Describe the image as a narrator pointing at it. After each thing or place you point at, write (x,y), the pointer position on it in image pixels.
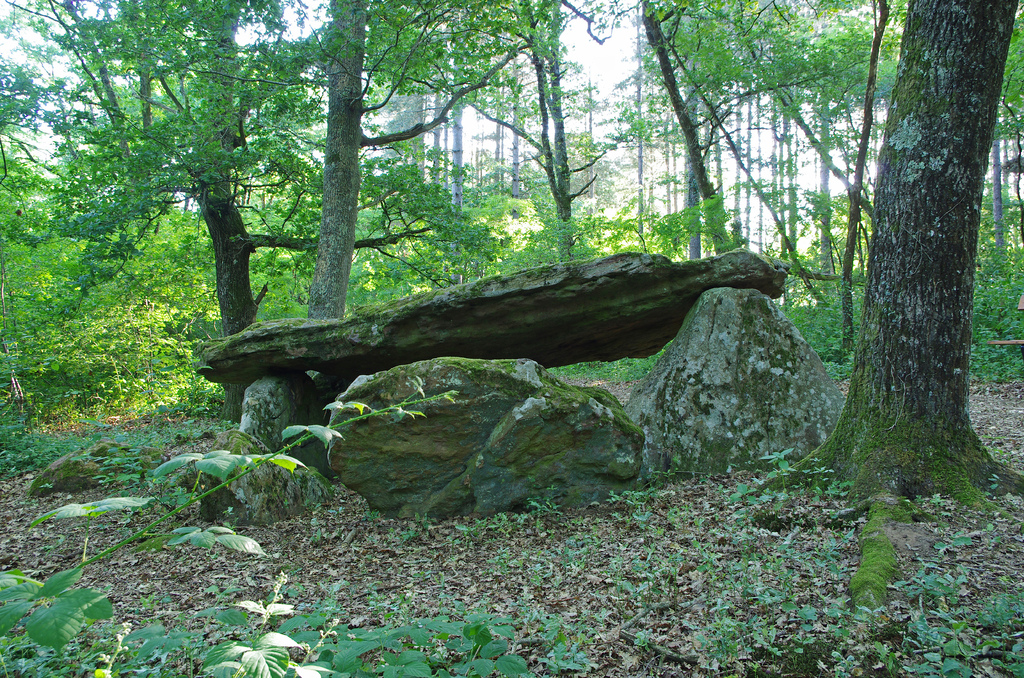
In this image in the center (623,337) there are some rocks (379,399) and in the background (71,388) there are some trees (779,223) and plants (111,281). At the bottom (696,589) there are some plants (665,530) and dry leaves (324,524).
